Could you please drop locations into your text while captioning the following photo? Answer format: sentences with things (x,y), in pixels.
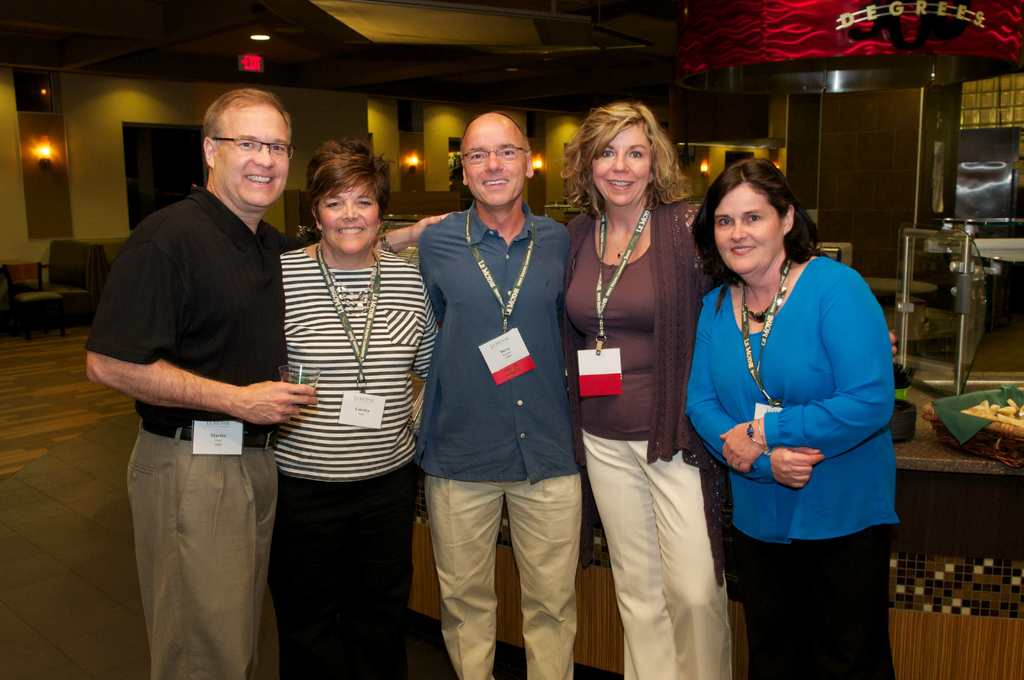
In this image I can see group of people (851,368) standing. The person (794,420) at right (841,400) wearing blue shirt (837,422), black pant (836,556) and the person (194,302) at left (157,291) wearing black shirt (135,292), brown pant (204,542). I can also see few badges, background (445,175) I can see few lights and wall (169,121) is in brown and cream color.
